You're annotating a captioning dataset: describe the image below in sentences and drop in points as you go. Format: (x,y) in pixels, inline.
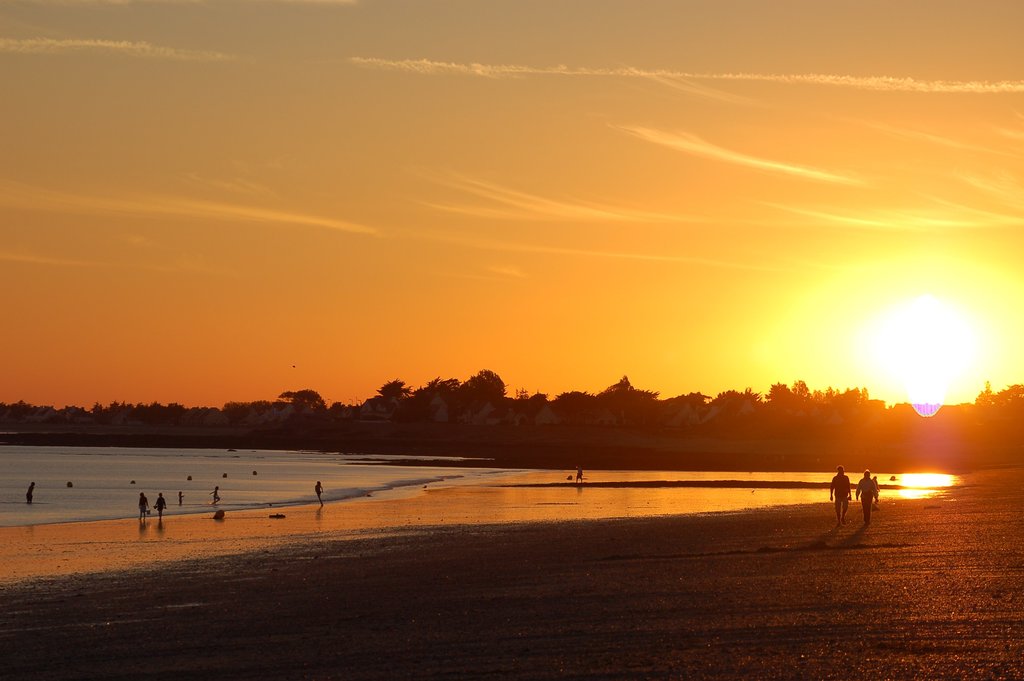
In this image we can see persons (838,518) on sand (646,572), sea (249,494) and trees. In the background (439,134) we can see sky (436,122), clouds (552,215) and sun (934,349).
